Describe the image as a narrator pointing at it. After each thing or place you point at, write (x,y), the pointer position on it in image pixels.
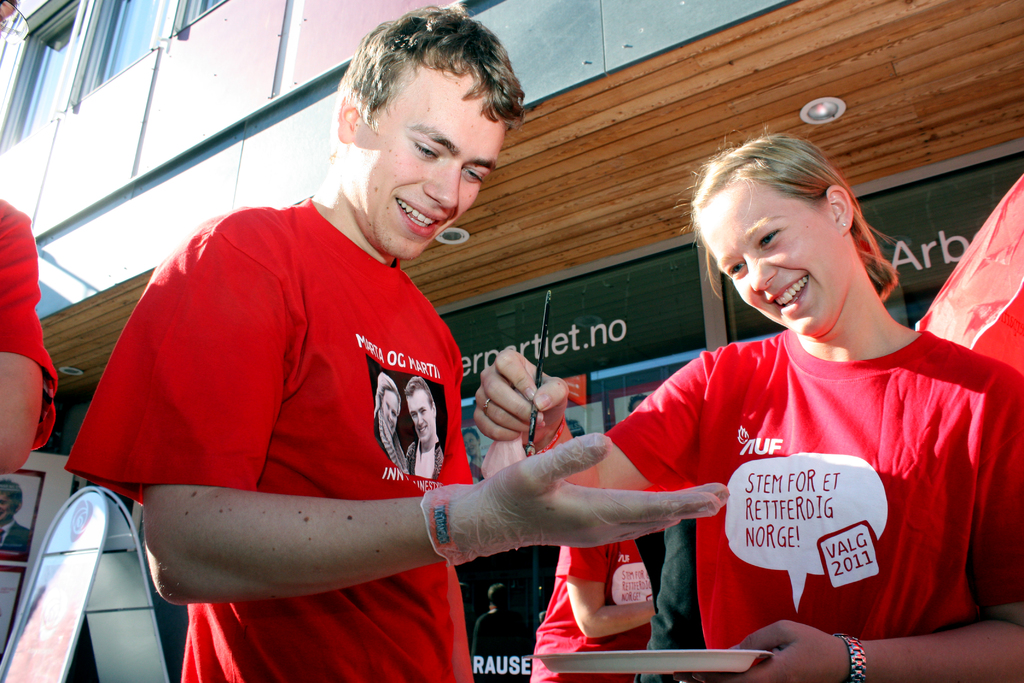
In this picture I can see group of people (48,397) standing, there is a person (711,364) holding a paint brush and a plate (603,658), and in the background (81,575) there are boards (10,649) and a building (495,660).
